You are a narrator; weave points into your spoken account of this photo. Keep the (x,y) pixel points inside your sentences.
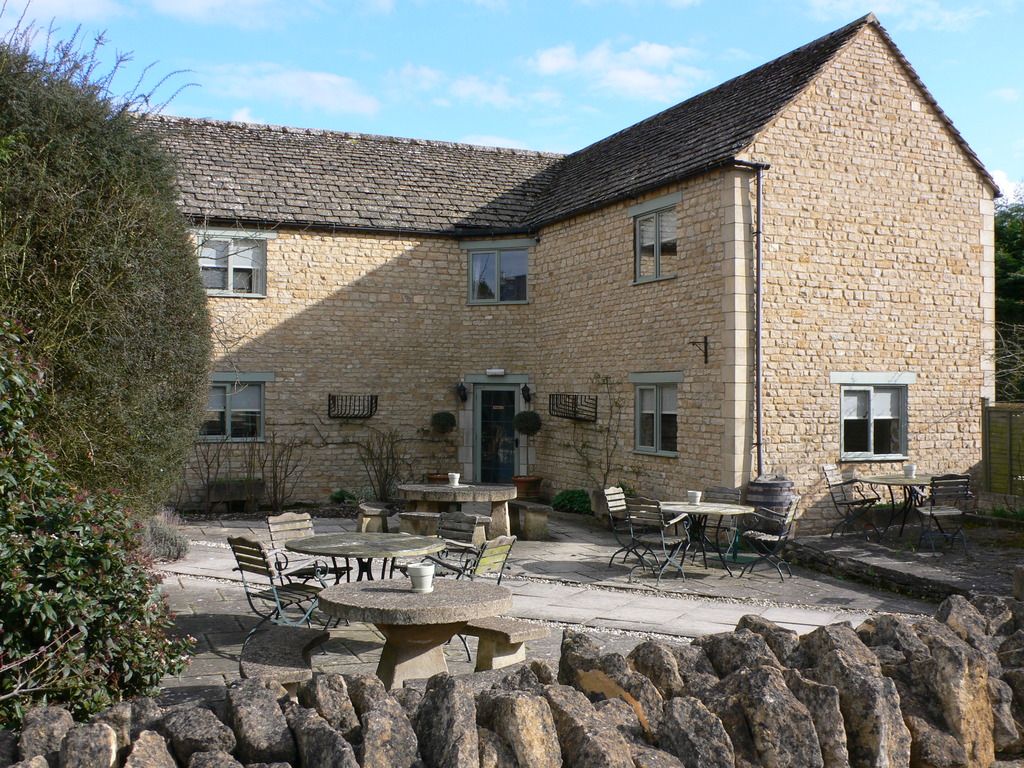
This image consists of building (418,317) in the middle (542,394). It has doors (508,405) and windows (650,412). There are trees (56,365) on the left side (168,386). There are tables (330,614) in the middle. There are chairs (289,578) near tables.
